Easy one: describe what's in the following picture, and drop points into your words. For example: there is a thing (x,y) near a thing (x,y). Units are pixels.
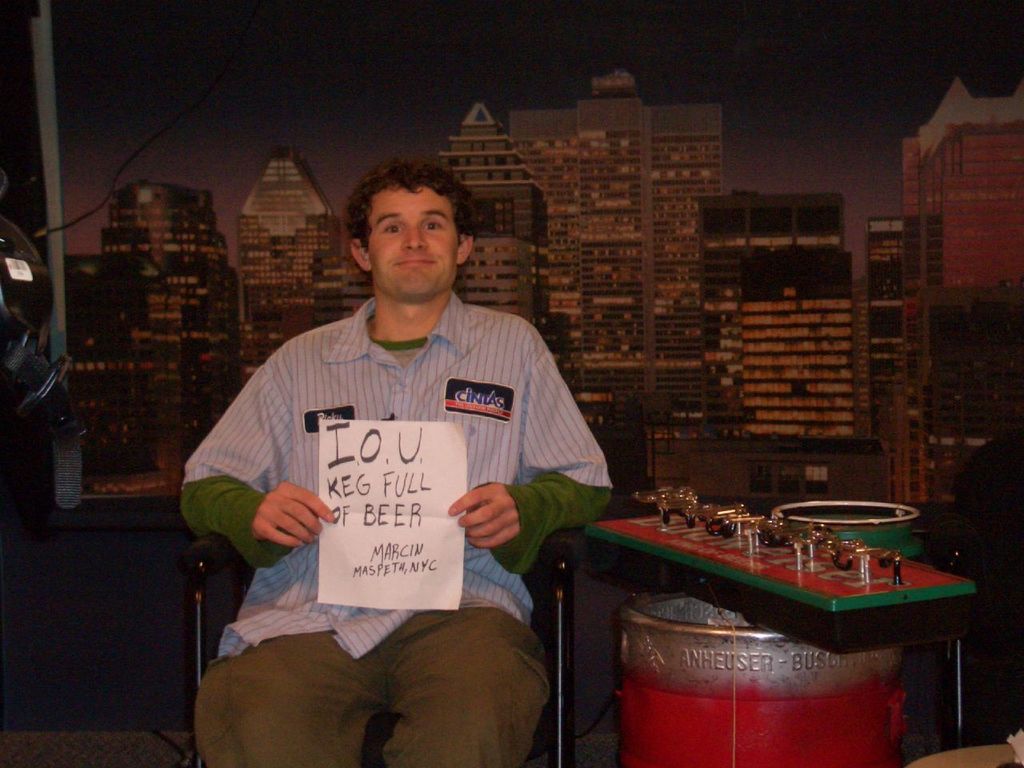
In this image I can see a person (424,330) sitting on chair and holding a paper (374,472) and beside the person (484,437) I can see a beer keg (799,702) and taps (743,520), at the top (357,172) I can see the building (582,149) and the sky (897,92).
